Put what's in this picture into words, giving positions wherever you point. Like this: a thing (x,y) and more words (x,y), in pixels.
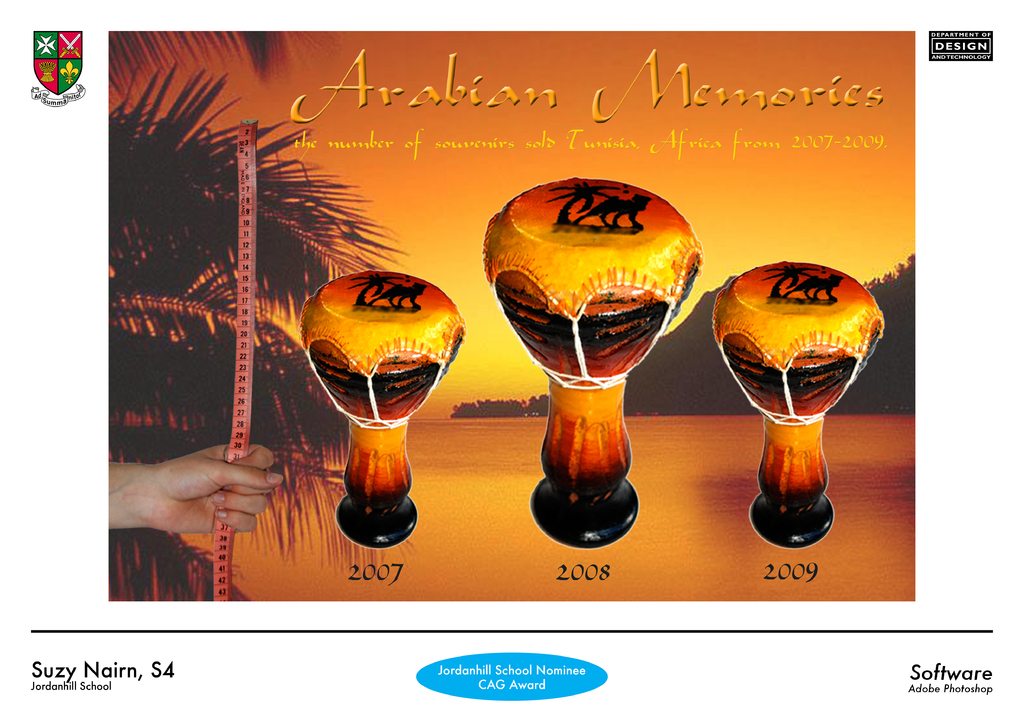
On the left of this picture (215,456) we can see the hand (135,481) of a person (156,481) holding a ruler (225,568). In the background (271,138) we can see the banner (542,210) on which we can see the picture of a sky (422,212), trees (388,248) and some wooden objects (623,428) and we can see the picture of some animals (410,296) and there is a text (939,670) on the image and the logo (79,52) on the image.
